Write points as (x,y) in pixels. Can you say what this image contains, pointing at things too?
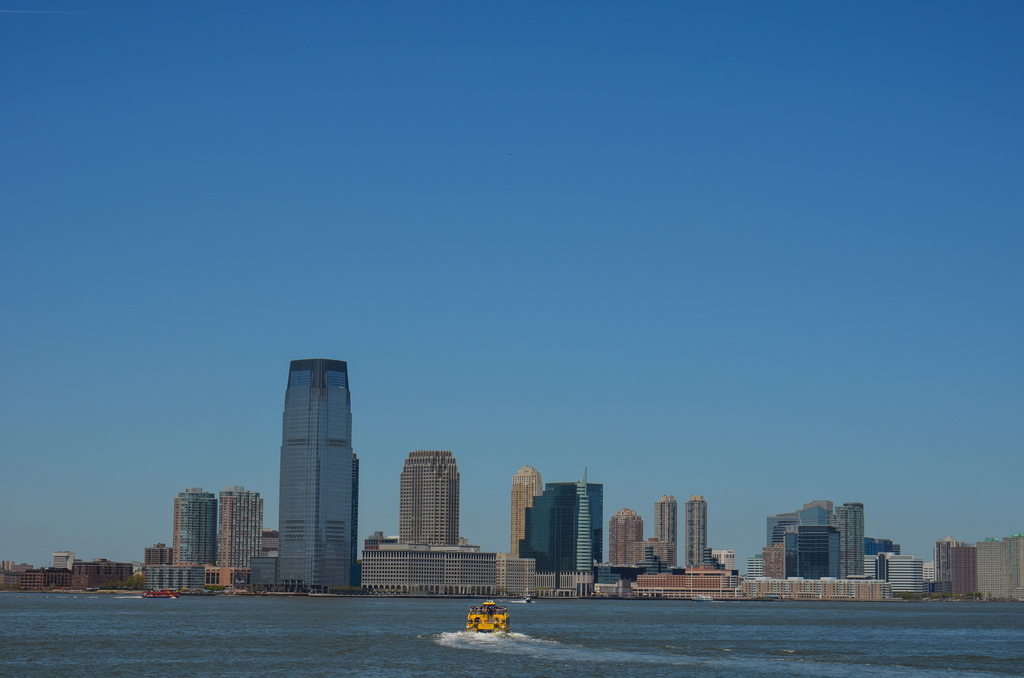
In this image I see the water (373,638) and I see a boat (483,624) over here which is of yellow in color and in the background (589,581) I see number of buildings (60,570) and I see the clear sky (447,250).
